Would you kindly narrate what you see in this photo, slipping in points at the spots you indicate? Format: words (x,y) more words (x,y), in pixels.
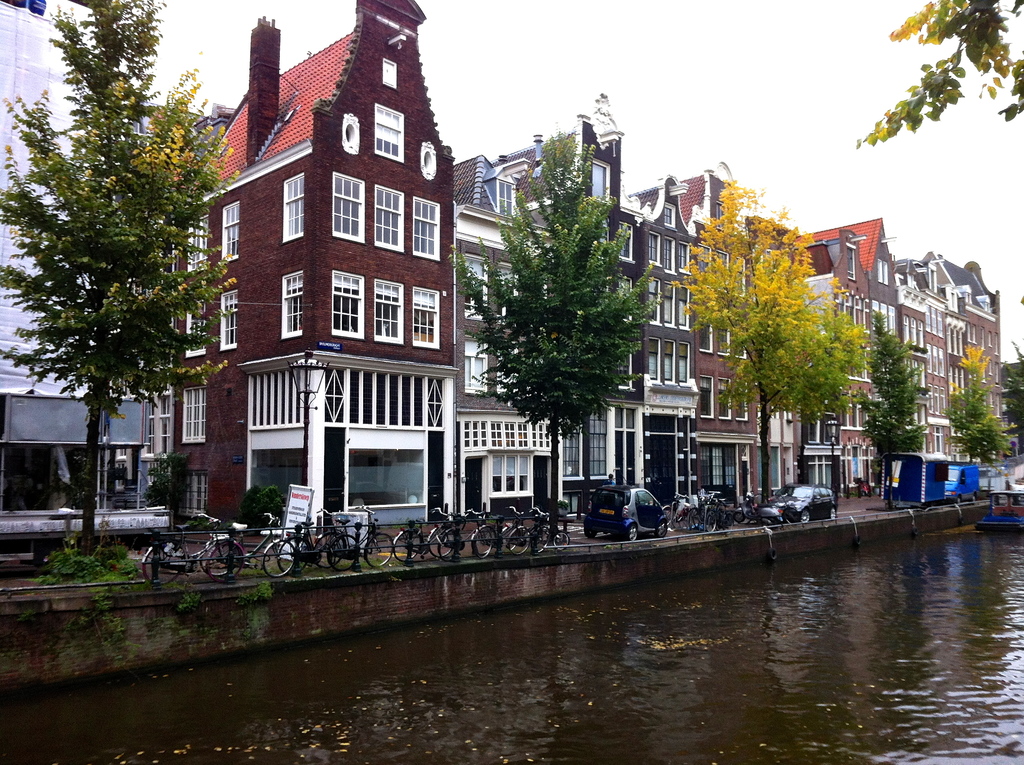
In this image there is a lake (845,655), beside the lake (703,666) there is a road (850,498), on that road (755,526) there are cars (605,519) and bicycles (172,575), in the background (887,446) there are trees (897,414) and houses (432,251).
